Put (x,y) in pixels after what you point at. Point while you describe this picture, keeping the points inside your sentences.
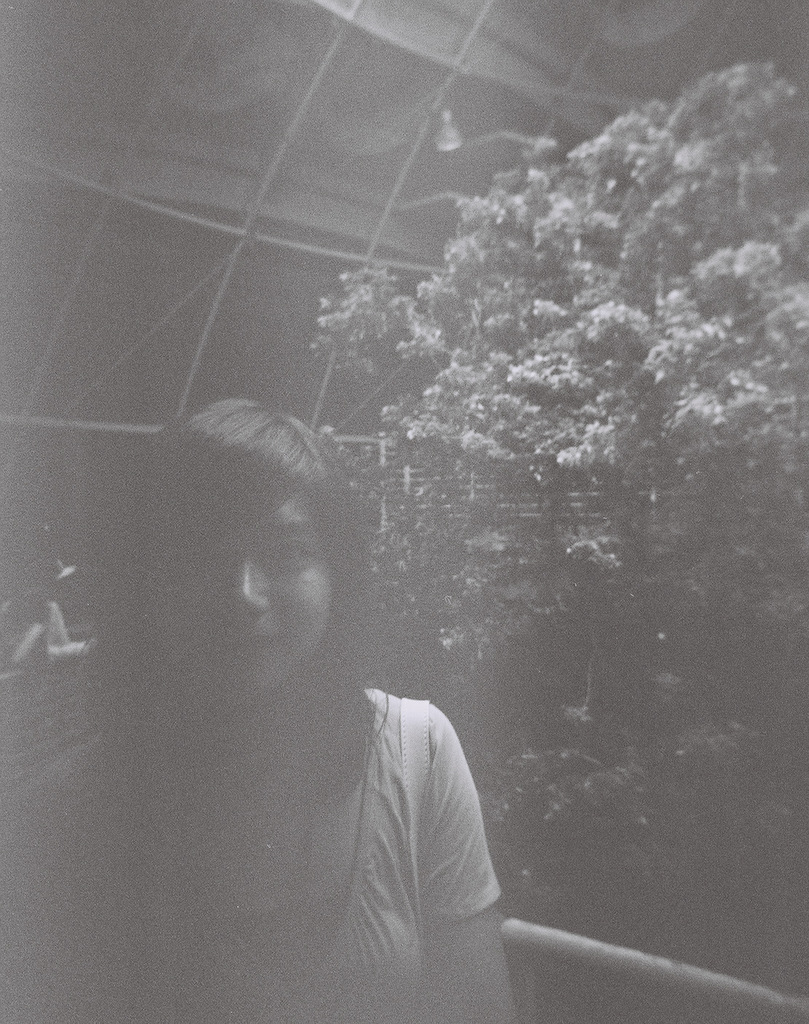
In this picture I can see there is a woman (373,781) standing here and smiling in the backdrop (553,526) I can see there is a tree (463,216).
